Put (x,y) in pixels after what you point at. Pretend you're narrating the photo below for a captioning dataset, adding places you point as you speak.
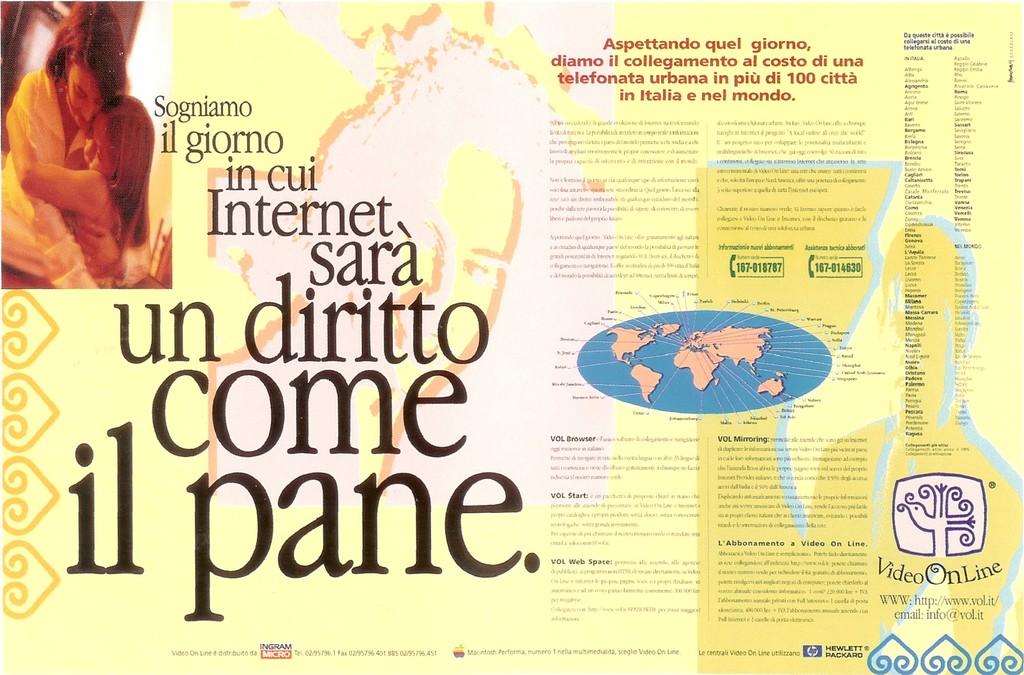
This is a poster and in this poster we can see two people (57,183), map (705,357) and some text (161,133).
